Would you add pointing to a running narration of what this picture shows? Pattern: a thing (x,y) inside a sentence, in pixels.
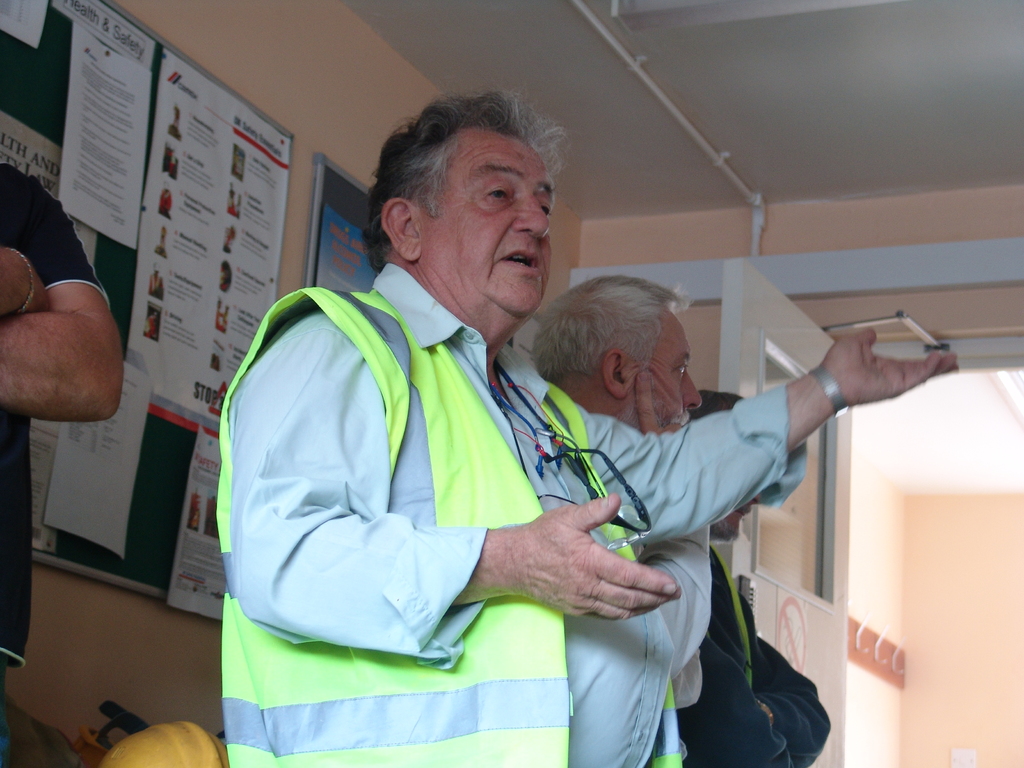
In this picture there is a man (379,414) wearing a blue shirt (374,417) and green jacket (392,379). Beside him there are two men (670,414). Towards the left (5,516) there is another man (71,286) in black t shirt (13,558). In the background (173,302) there is a wall (295,217) with notice boards (314,224). In the notice boards (223,232) there are papers (214,241). Towards the right (827,454), there is a door (806,597).
